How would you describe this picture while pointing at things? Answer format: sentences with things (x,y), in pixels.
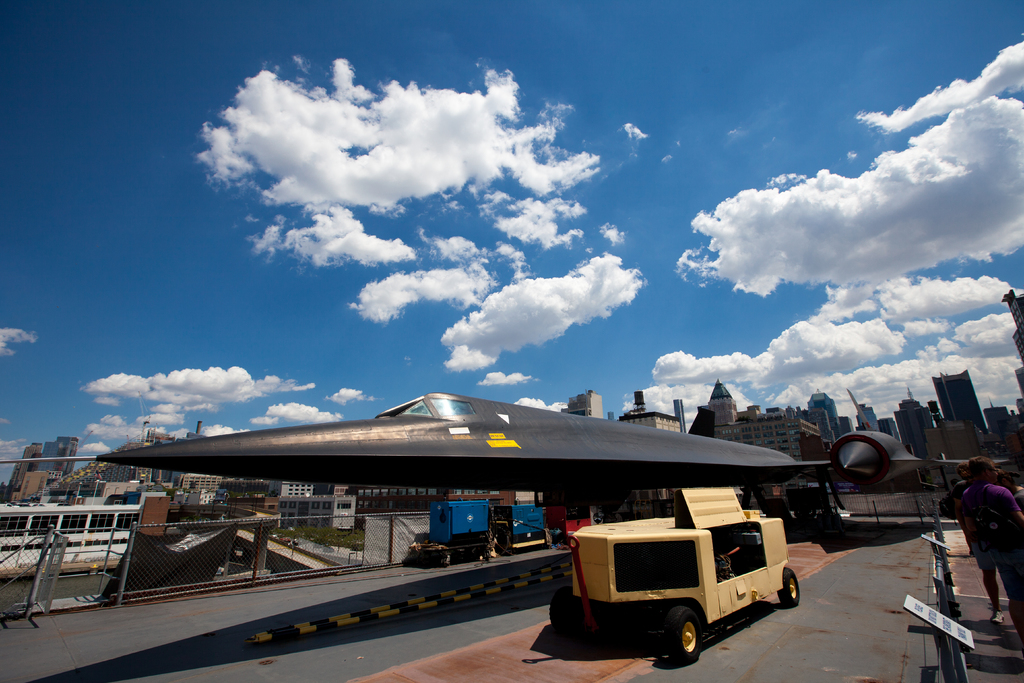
In this image few vehicles (593,596) are on the road (965,575). Behind there is a ship (42,528) in water (81,582). A airplane (545,446) is on the road (529,590). Right side (1008,509) few persons (959,512) are standing behind the fence (948,655). Background (1005,419) there are few buildings (29,477). Top of image (556,177) there is sky (635,233) with some clouds (842,200).
